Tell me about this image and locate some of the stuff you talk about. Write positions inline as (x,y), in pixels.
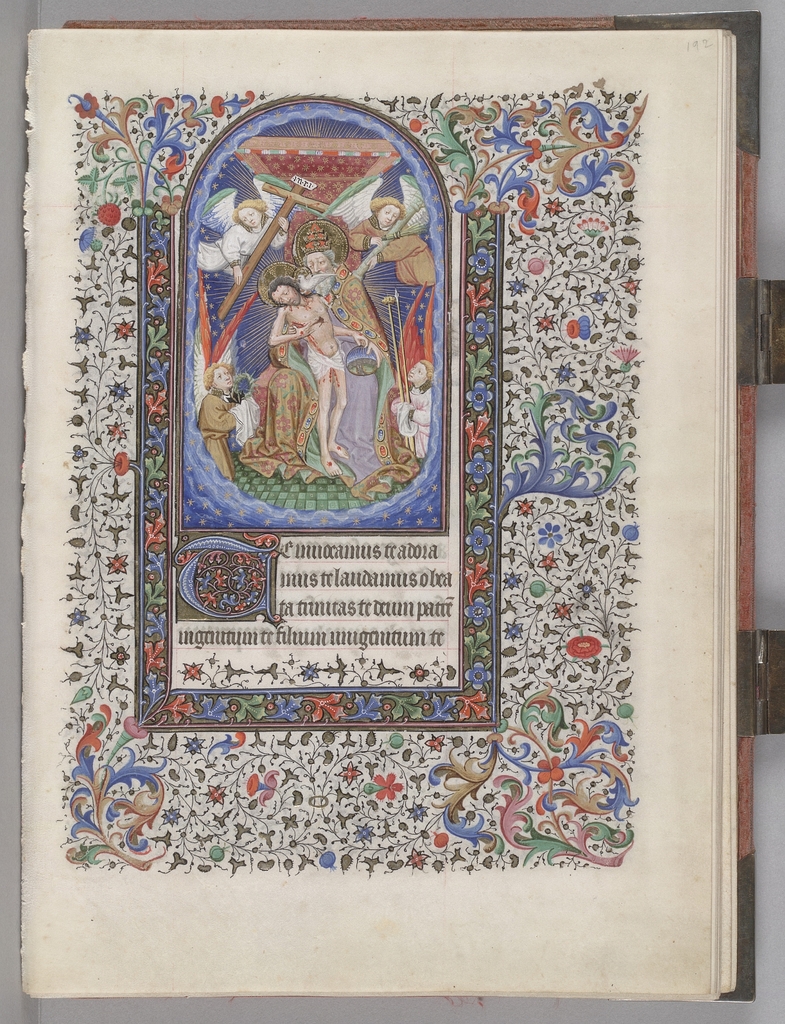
In this picture we can see a chart (555,900), there is a painting (355,478) of some persons (317,247) on the chart (240,304), we can see some text (372,638) and designs (467,672) in the middle (334,638).
